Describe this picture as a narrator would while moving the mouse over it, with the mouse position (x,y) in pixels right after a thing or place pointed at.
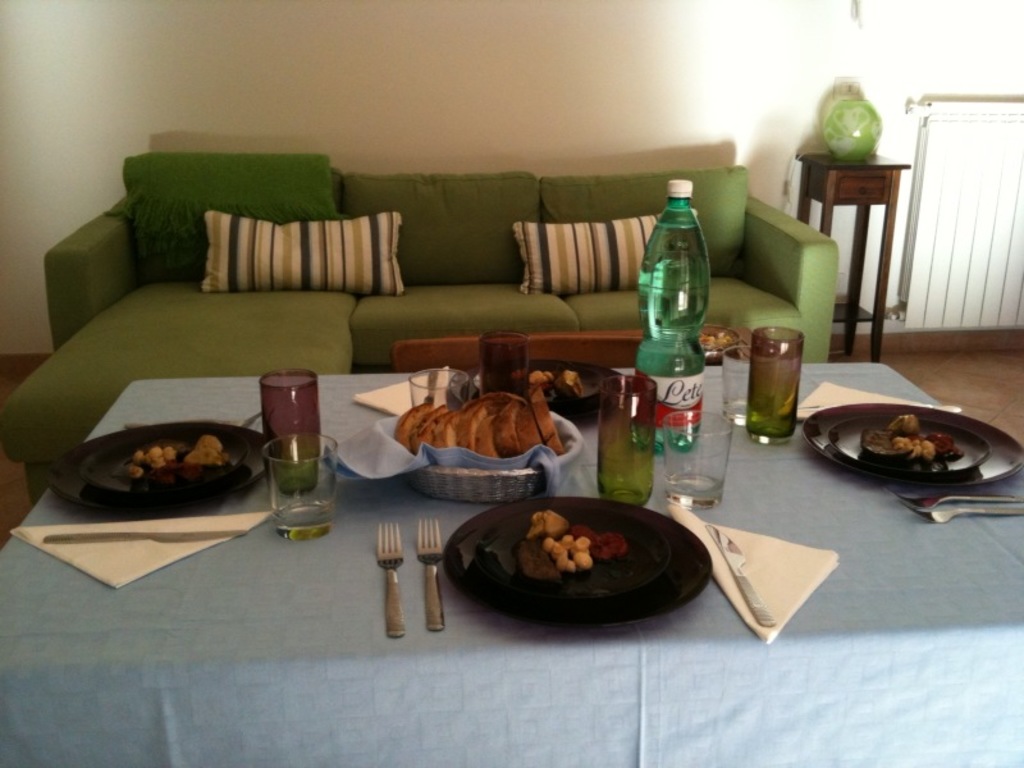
In this picture we can see a sofa (441,257) pillows (536,262) on it and aside to that table (846,182) and on table (853,178) we have jar (848,127) and in front (203,475) on table (316,566) we have plate (184,434) food (174,471) in it, knife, forks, glass (330,448), basket (504,468), tissue paper (681,509), bottle (683,408) and in background (450,88) we can see wall (535,144).
